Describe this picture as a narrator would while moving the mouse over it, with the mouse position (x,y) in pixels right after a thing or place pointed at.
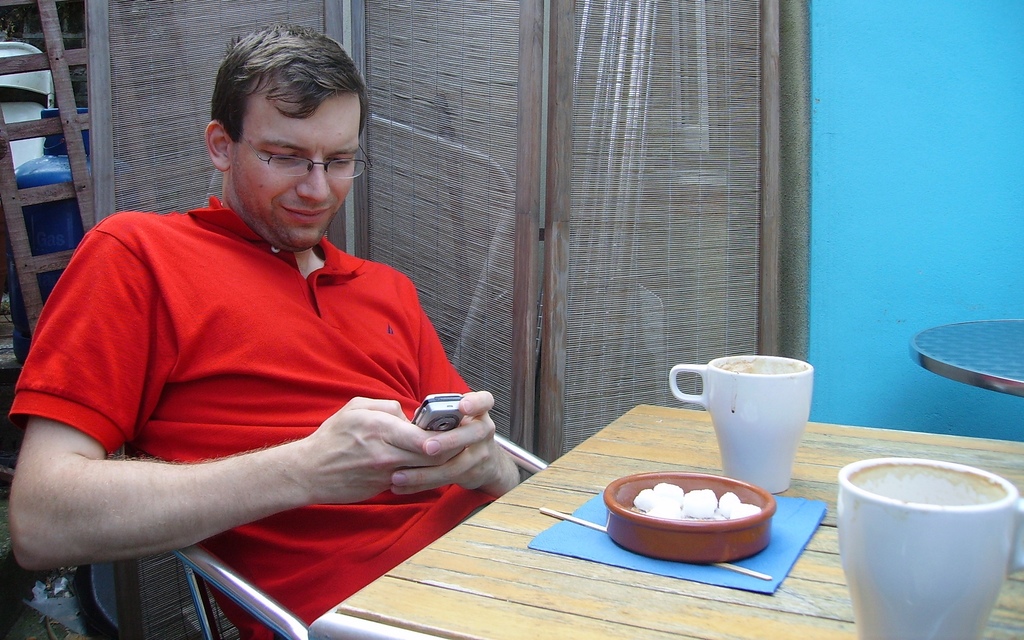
In this picture we can see a man (180,239) sitting on chair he is wearing a red color t-shirt (311,342), and in front (661,419) here is the table (646,423) with a tea cup (748,398) on it, and some objects (705,488) and here is the wall (838,217).
